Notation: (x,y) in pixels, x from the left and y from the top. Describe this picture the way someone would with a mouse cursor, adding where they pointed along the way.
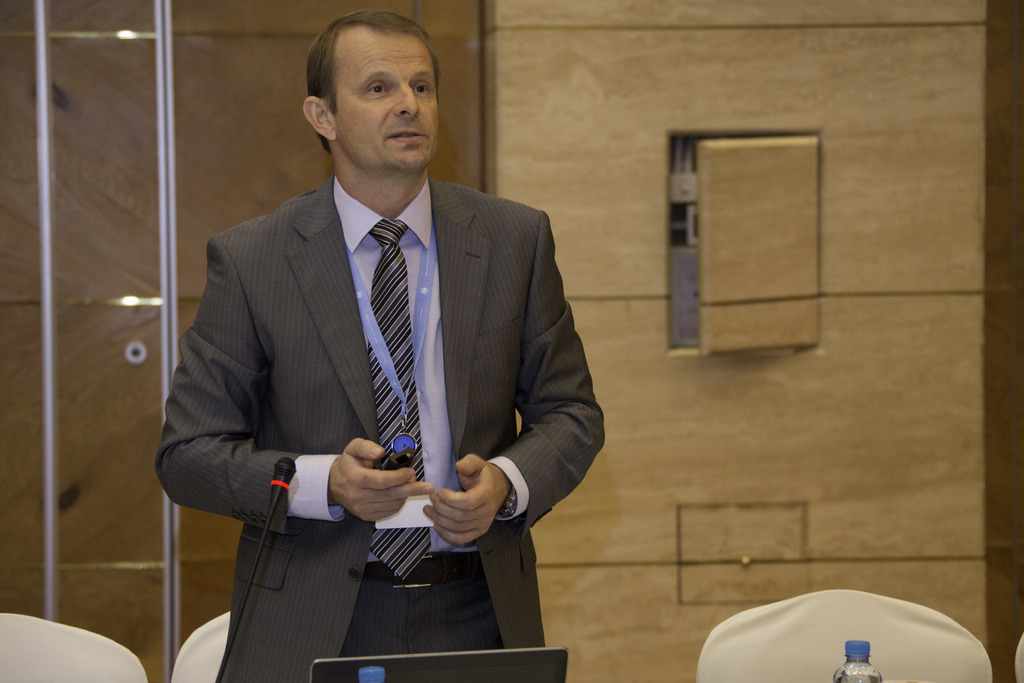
This picture shows a man (329,482) standing, holding a remote (379,467) in his hand (371,482) in front of a table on which a computer (345,657) and a microphone (284,484) was placed. In the background (674,307) there is a wall (722,380).
